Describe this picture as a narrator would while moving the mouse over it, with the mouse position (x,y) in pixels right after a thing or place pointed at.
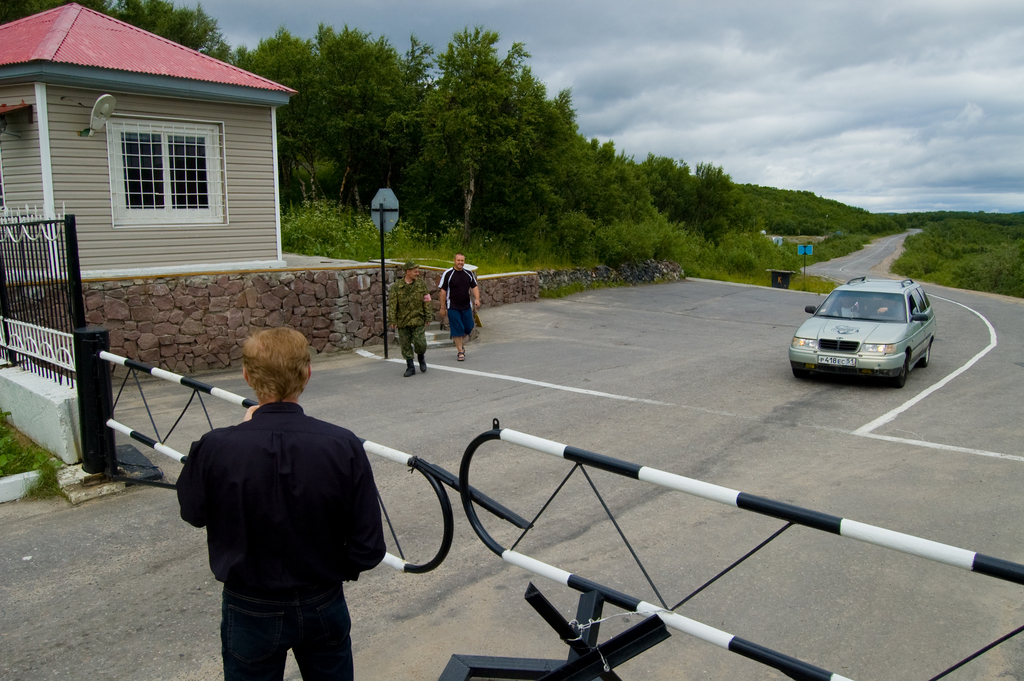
As we can see in the image there is a house (148,207), fence (37,235), few people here and there, sign pole (384,331), car (888,337), grass (467,246), trees (590,251), sky (920,43) and clouds (881,73).
